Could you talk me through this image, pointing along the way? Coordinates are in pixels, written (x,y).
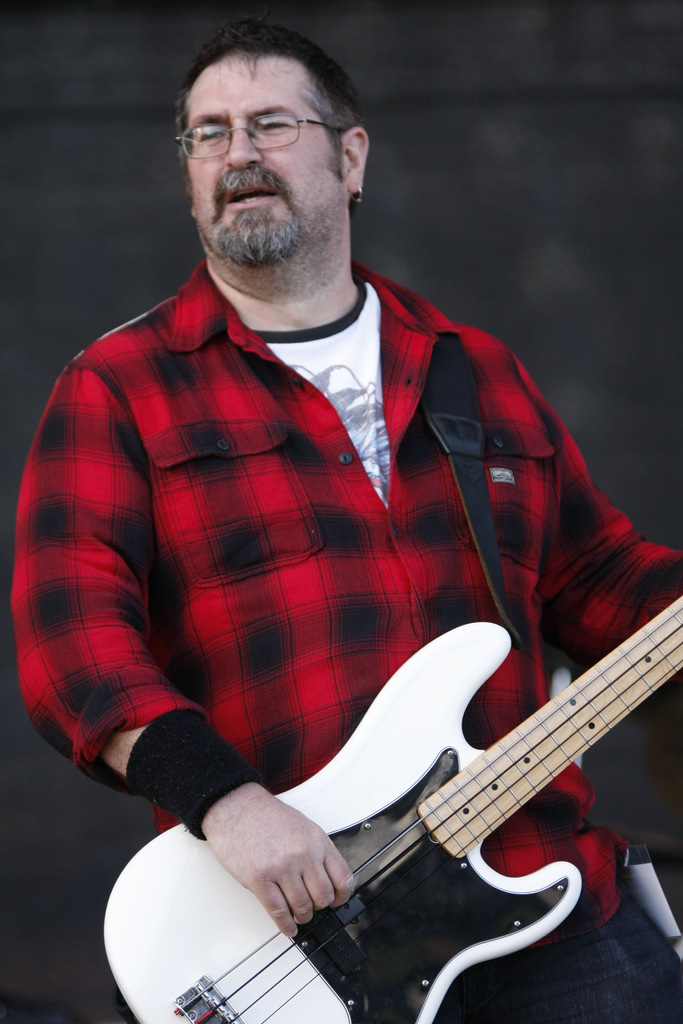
In this image i can see a person (258,499) wearing a red dress (214,588), holding a guitar (237,987) in his hand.
